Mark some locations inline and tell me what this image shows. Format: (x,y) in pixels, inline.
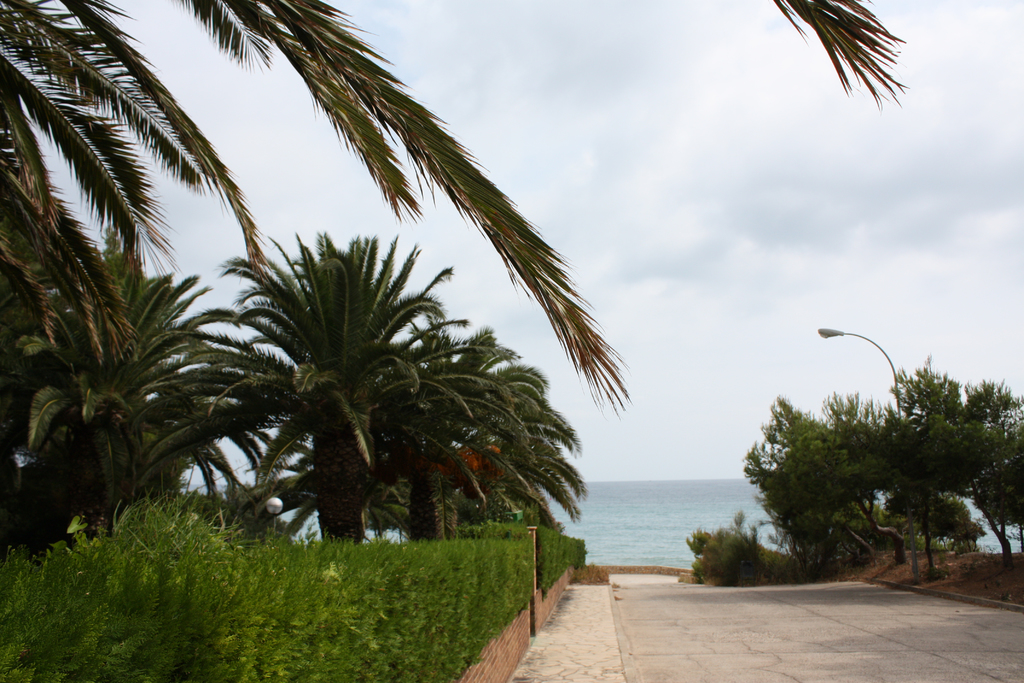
In this image, we can see trees (381,376) and there is a light pole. At the top (657,196), there is sky (630,430) and at the bottom (637,515), there is water (648,534) and a road (649,617).
